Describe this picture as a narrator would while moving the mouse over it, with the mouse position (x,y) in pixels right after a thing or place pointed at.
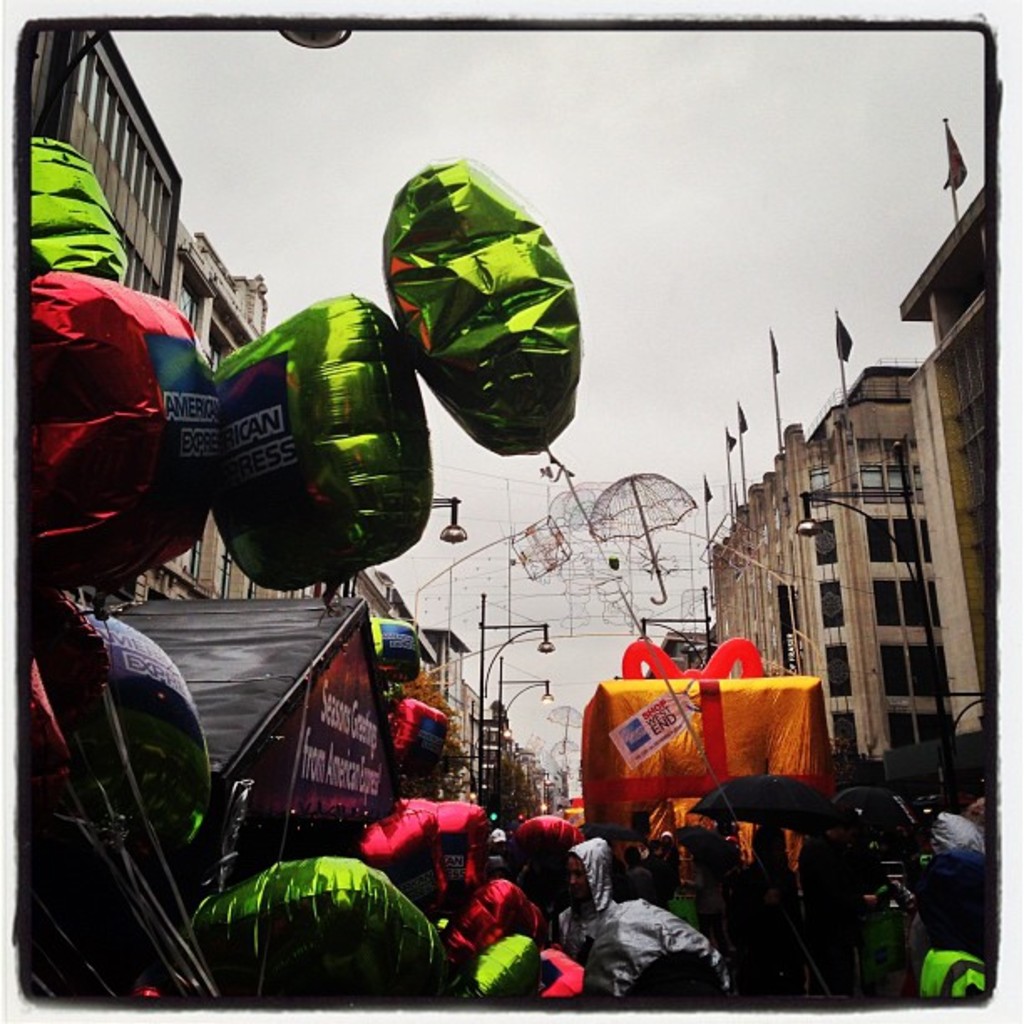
This is a photo. In this picture we can see the buildings (924,710), poles (932,655), lights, flags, umbrella (669,519), tents (213,803), boards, balloons (396,662). At the bottom of the image (718,956) we can see some people (969,906) are standing. At the top of the image (364,180) we can see the sky (374,182) and light (297,36).
